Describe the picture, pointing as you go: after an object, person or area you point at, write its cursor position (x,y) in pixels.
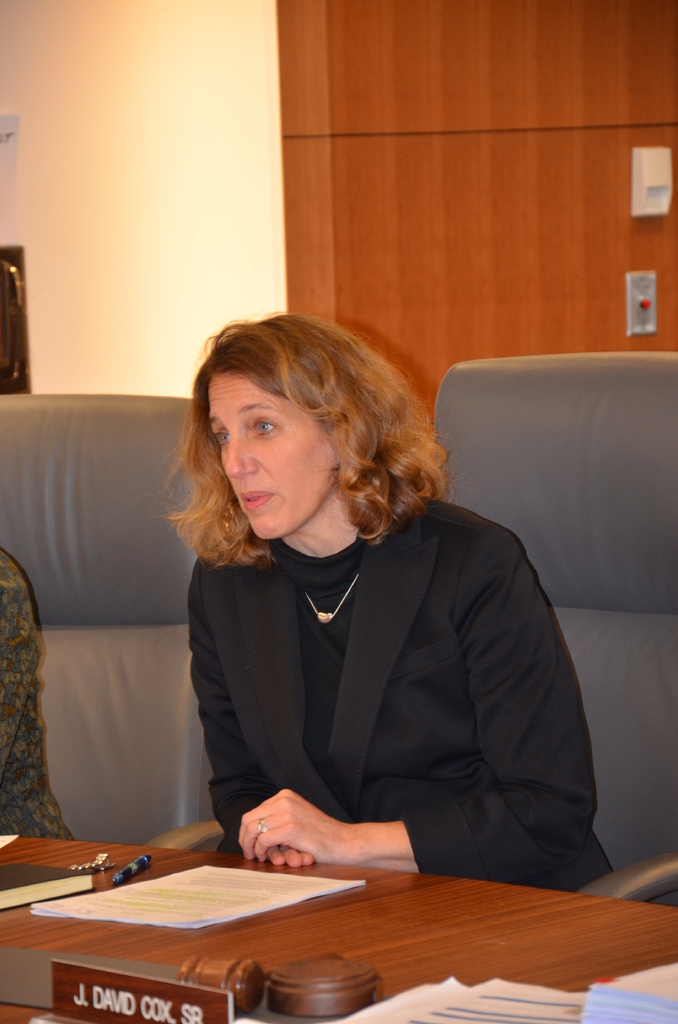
In this image woman (424,658) is sitting on a chair (638,534) in the center (399,673) wearing a black colour suit (423,695) on the left side (36,655) person (32,655) is sitting on a chair (103,629). In front of them there is a table (384,916) on the table (146,870) the papers (175,901), diary (37,877), pen (136,865), a name plate (137,1016) david cox. In the background (491,239) there is a wall (214,157).
